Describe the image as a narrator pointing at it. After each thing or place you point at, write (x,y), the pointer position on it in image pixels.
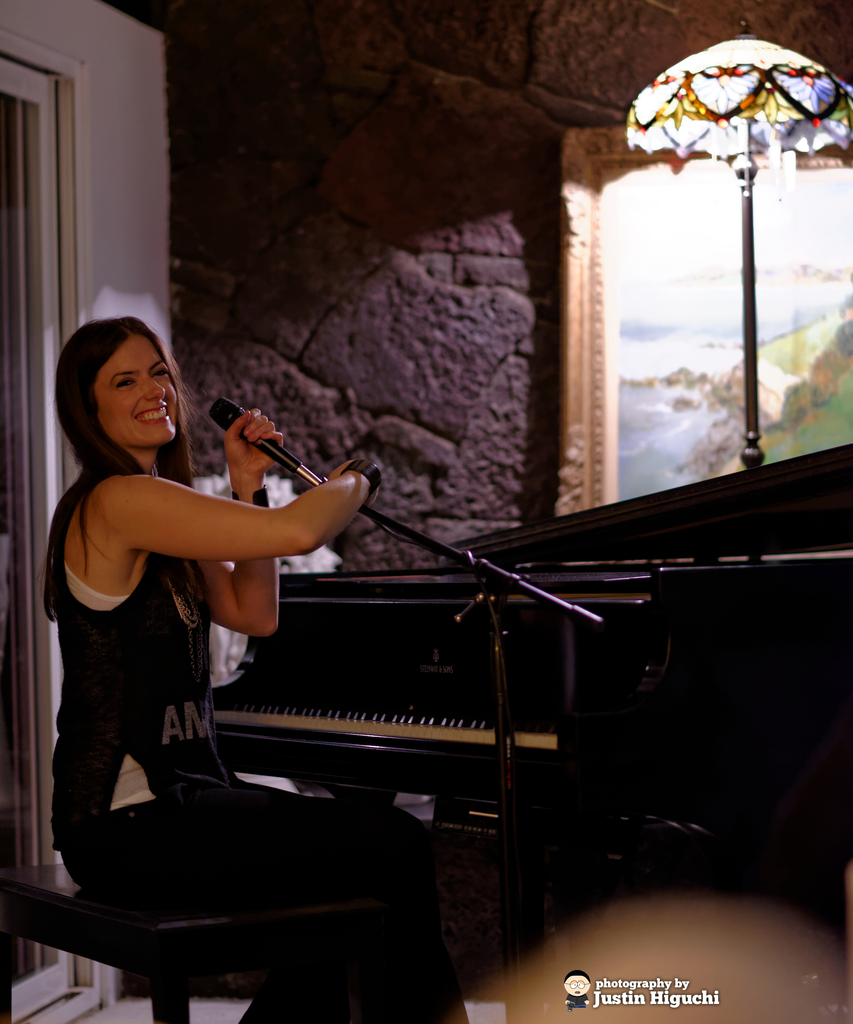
In this image I can see a person (152,594) sitting in front of the piano (320,715) and holding the mic (228,413). Opposite to her there is a frame (573,281) attached to the wall (495,191) and the frame (681,226) contains water (647,450), trees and the sky (720,256).
